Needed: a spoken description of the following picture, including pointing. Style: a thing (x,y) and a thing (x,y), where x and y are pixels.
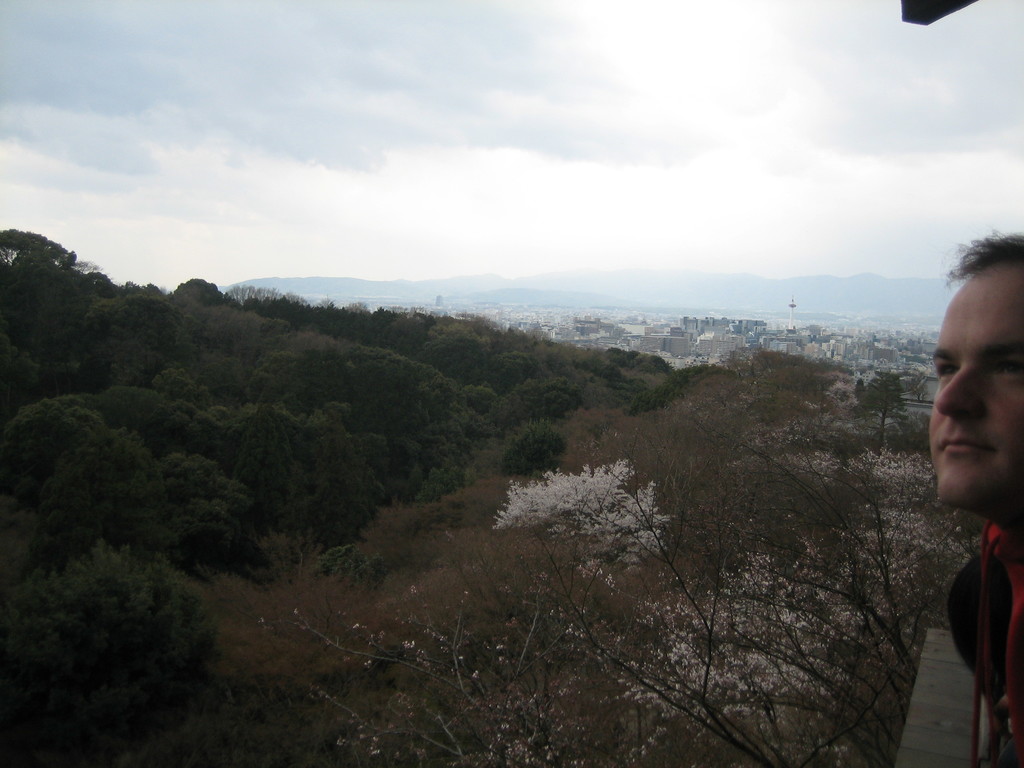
To the right side of the image (953,320) there is a person (1003,255). In the center of the image (615,438) there are trees (589,434). In the background of the image (643,342) there are buildings (836,326) and mountains (444,283). At the top of the image (410,190) there is sky (473,217).
